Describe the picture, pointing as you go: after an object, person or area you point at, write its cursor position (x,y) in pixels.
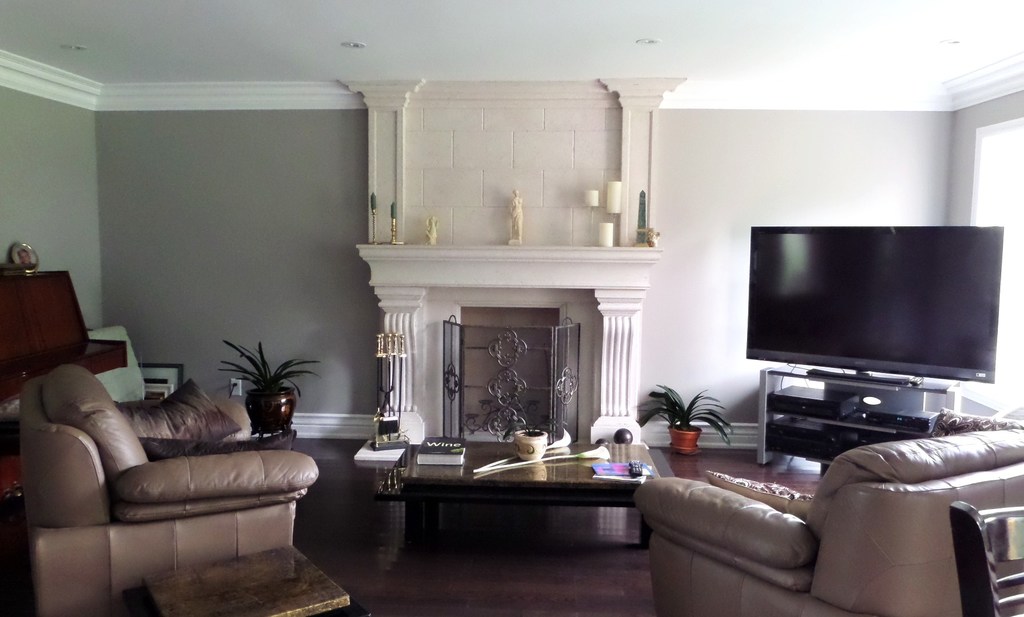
In this picture we can see chairs (849,514) with pillows (202,424) on it, tables (297,614) on the floor (490,545), books (435,445), remote (636,472), television (871,286), devices (849,412), house plants (695,440), candle stands (606,232), some objects (62,286) and in the background (208,365) we can see the wall (561,171).
